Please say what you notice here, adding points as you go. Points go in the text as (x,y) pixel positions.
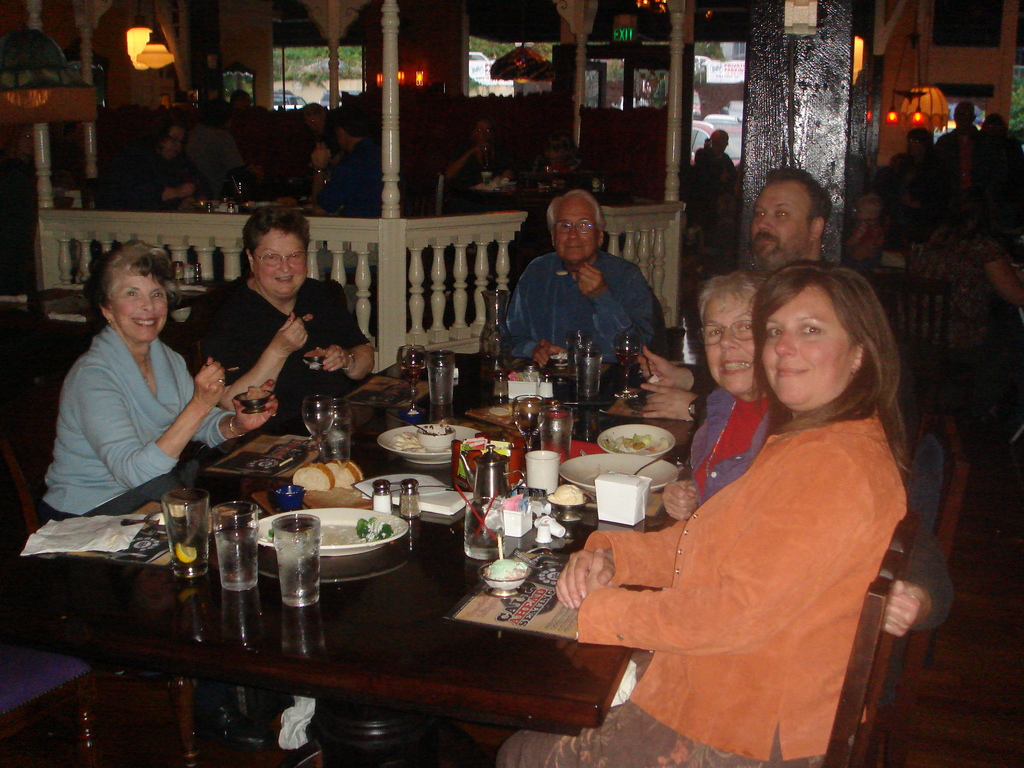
In the picture we can see a people (833,467) sitting on the chairs (53,702) near the table (383,420). And on the table (365,412) we can find jars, food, and cloth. In the background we can find some people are sitting on chairs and having the food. And we can also find some lights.
